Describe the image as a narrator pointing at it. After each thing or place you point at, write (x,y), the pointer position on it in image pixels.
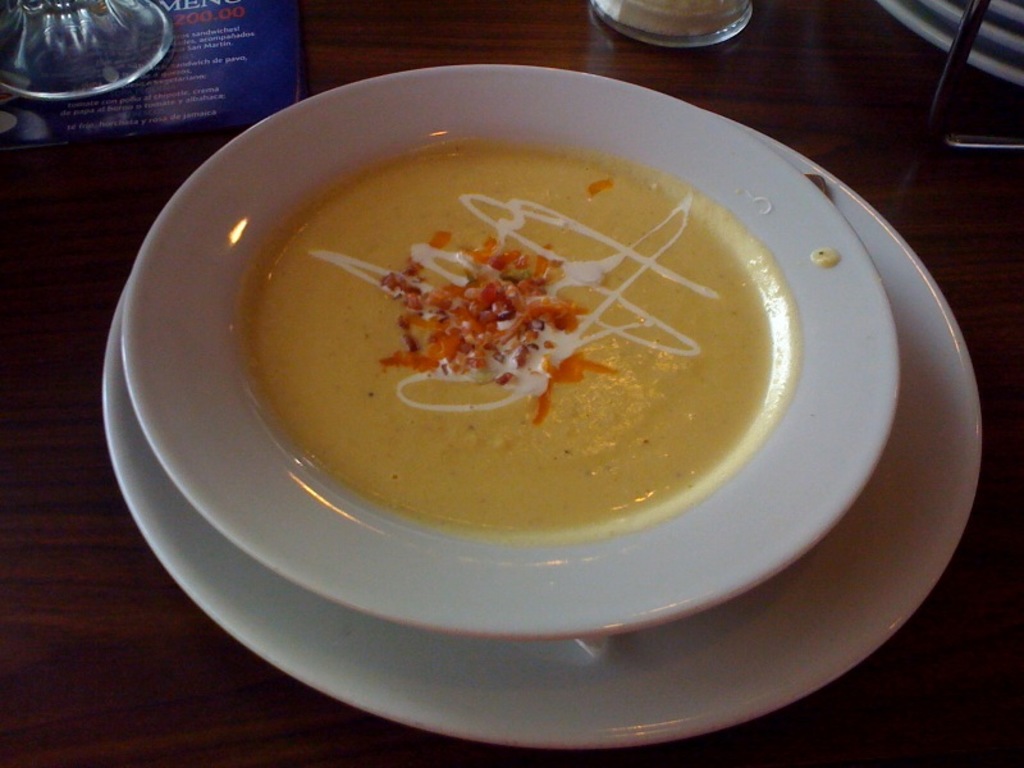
In this image there is a table (839,85), on that table (855,722) there is a plate (838,194), in that plate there is bowl (286,178), in that bowl (783,438) there is a food item (553,355).
